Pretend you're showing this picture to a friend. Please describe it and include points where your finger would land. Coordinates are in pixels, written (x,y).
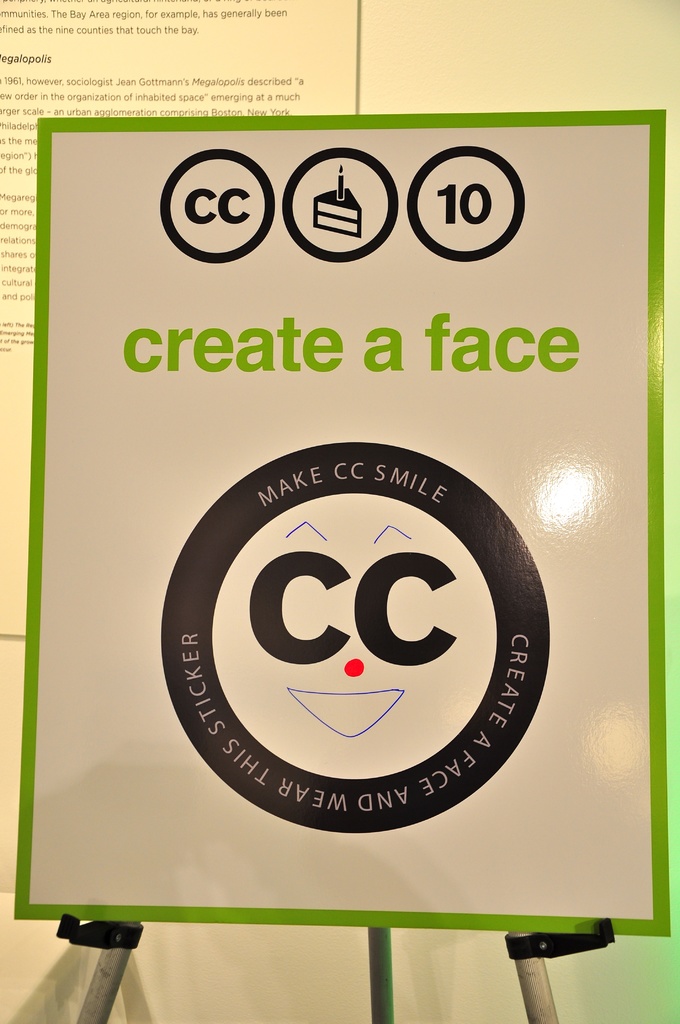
In the picture I can see some written text (377,372), The text (424,563) is in different colors.
